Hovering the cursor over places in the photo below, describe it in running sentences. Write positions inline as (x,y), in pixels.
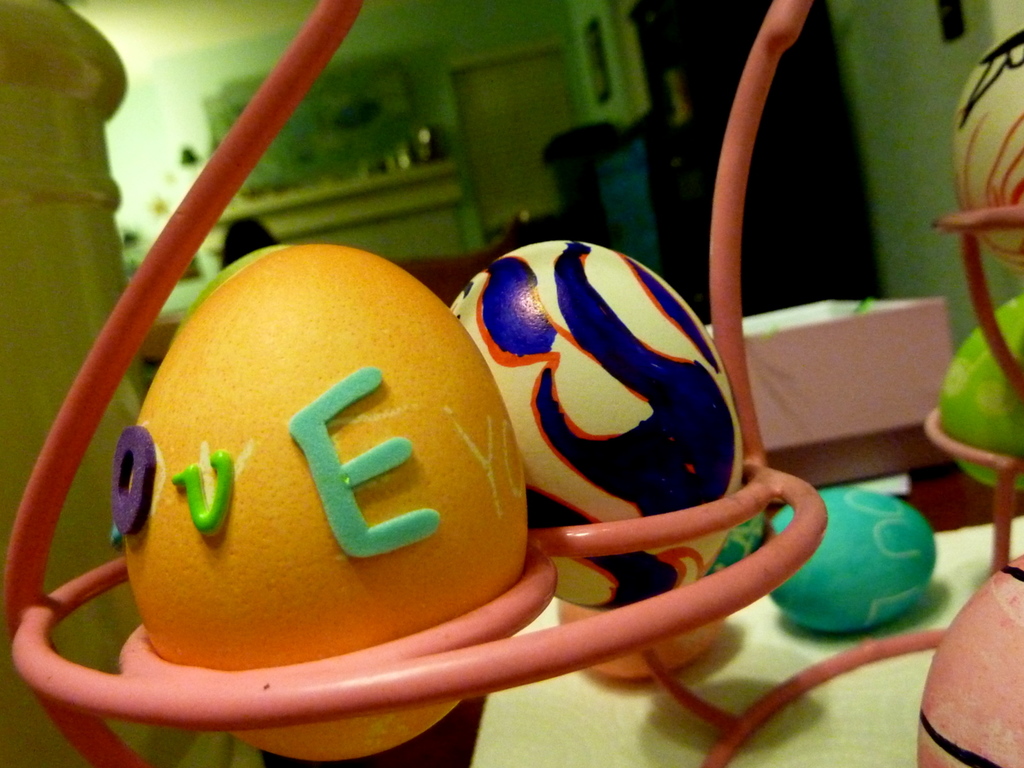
In the image there are easter eggs (813,587) in a tray (1018,222) and in the back (703,114) there are cupboards (298,217) and tables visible with a door (497,180) in the middle of the wall (454,22).
